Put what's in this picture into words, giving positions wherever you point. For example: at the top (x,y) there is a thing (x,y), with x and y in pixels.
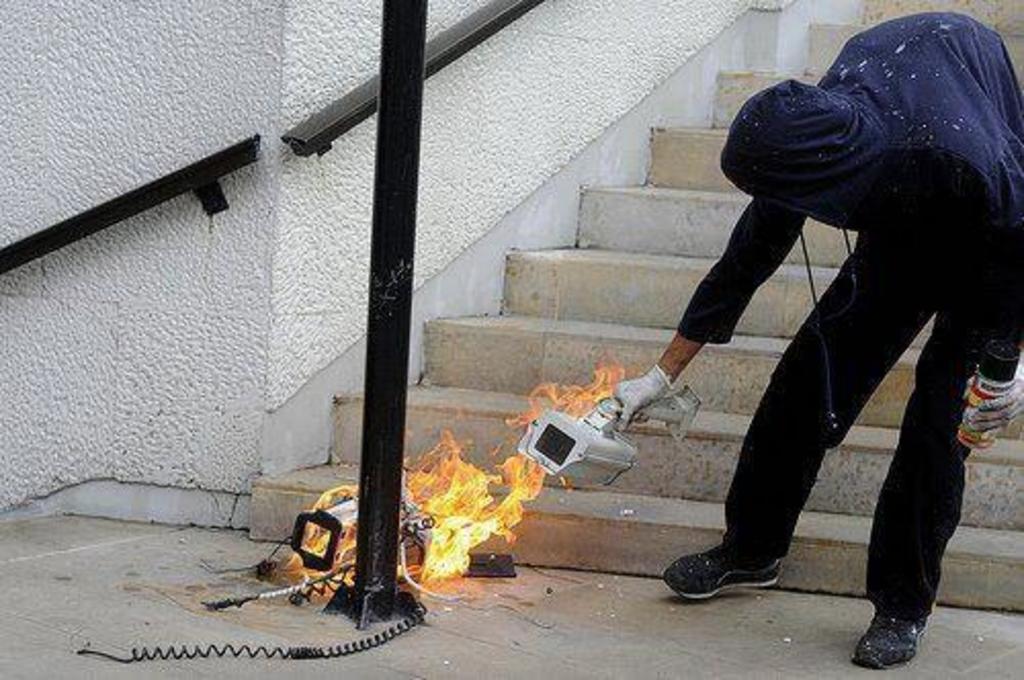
In this picture we can see a person (768,415) is holding a CCTV (685,408), there is a pole (386,472) and fire (483,499) in the middle (569,384), in the background (752,390) we can see stairs (648,319).
